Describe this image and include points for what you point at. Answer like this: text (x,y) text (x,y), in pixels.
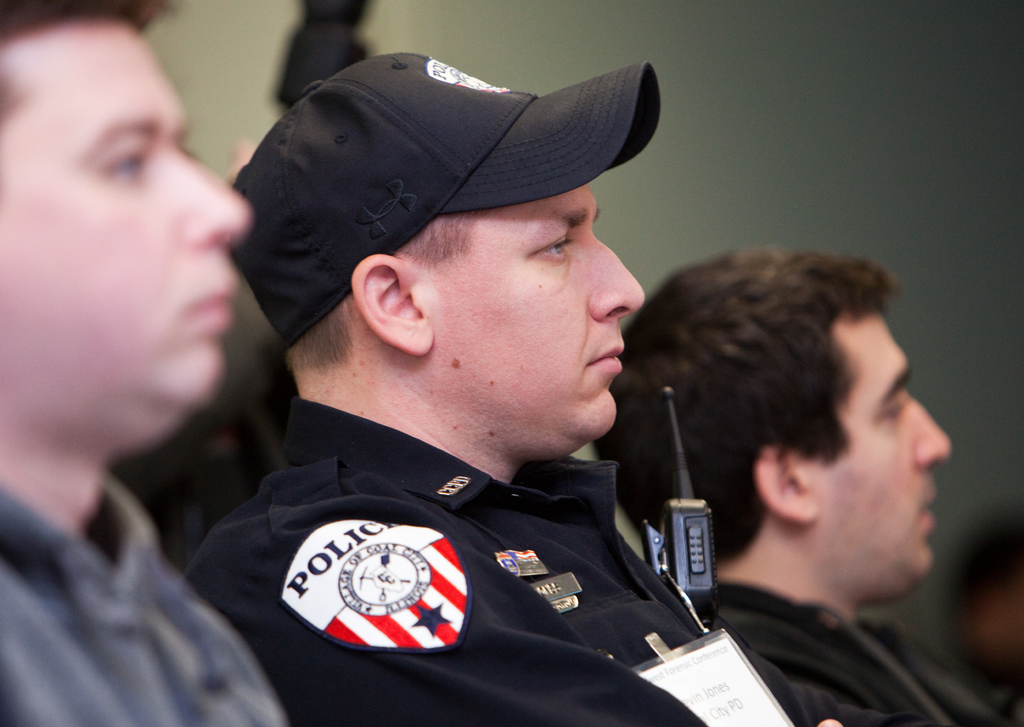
In this image I can see few people (425,476) are wearing different color dresses (446,471). Background (796,135) is blurred.
